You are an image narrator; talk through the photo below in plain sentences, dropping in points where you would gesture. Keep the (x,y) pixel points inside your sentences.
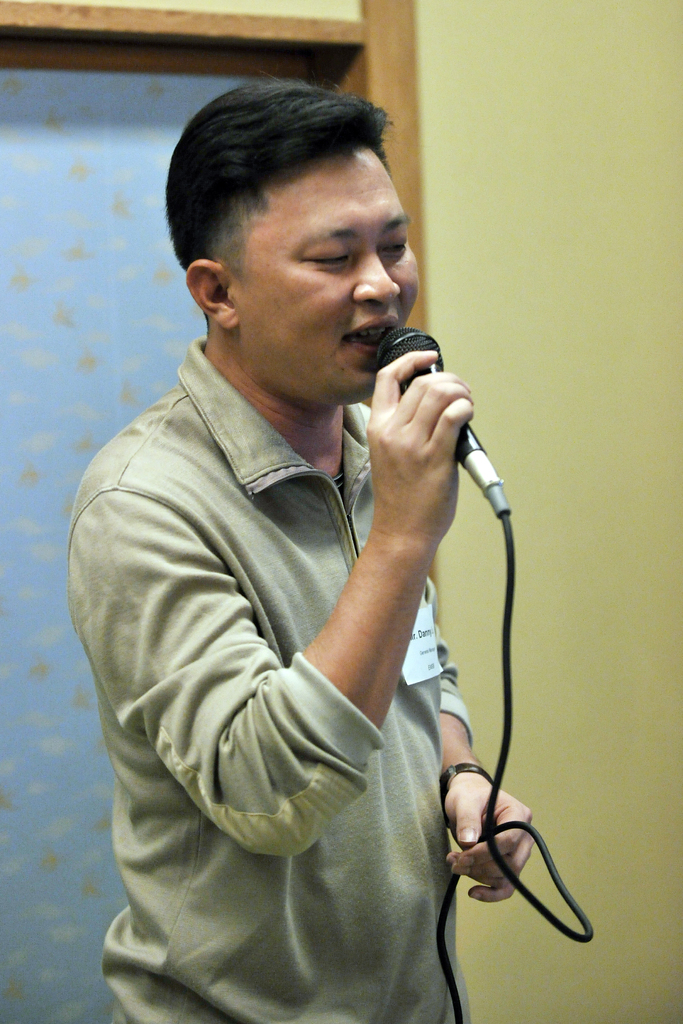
In this image I can see a person (329,575) is holding a mike (469,473) in hand (432,448), door (31,787) and wall (560,339). This image is taken may be in a hall (627,129).
